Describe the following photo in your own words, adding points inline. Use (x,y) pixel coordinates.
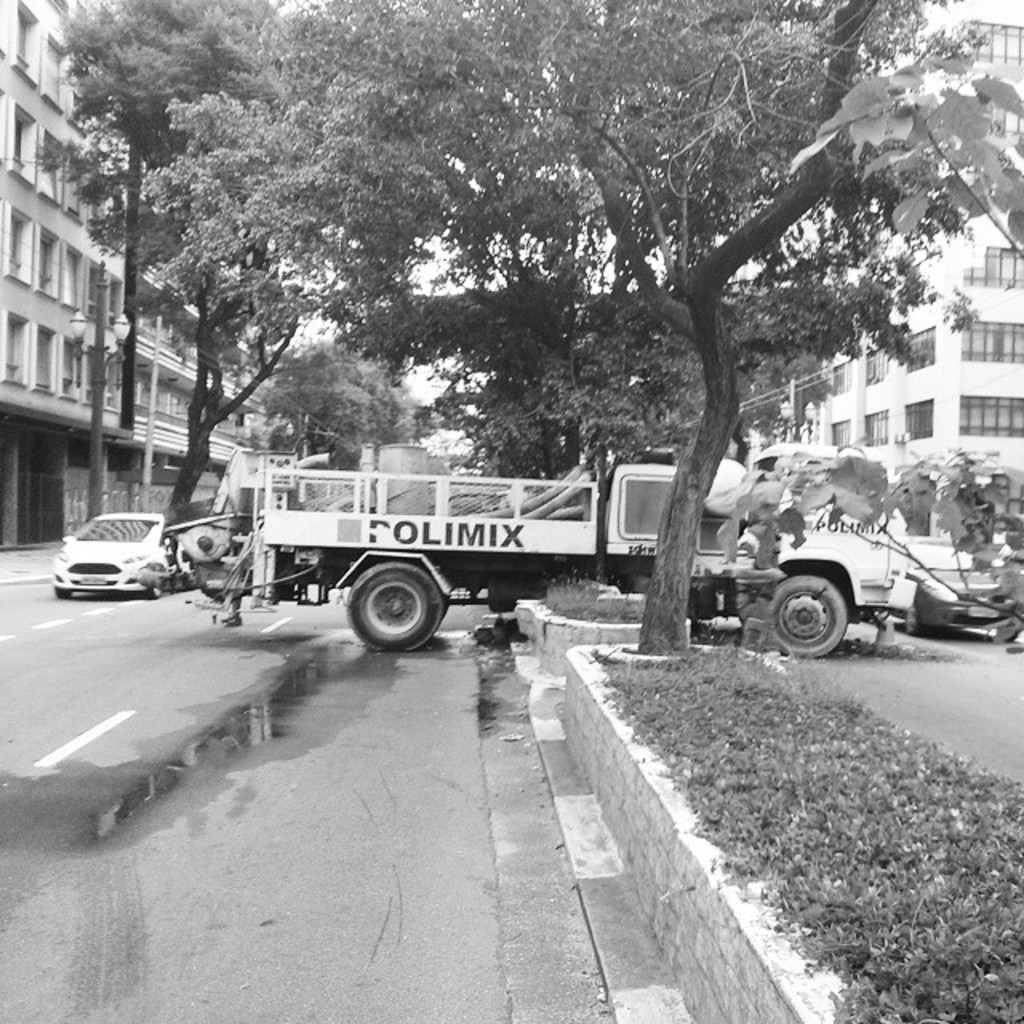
In this image in the center (416,626) there are some vehicles (504,540) and at the bottom (232,760) there is a road (528,818) and some plants (755,743), and in the background (760,327) there are buildings (179,367) and trees (738,367).
